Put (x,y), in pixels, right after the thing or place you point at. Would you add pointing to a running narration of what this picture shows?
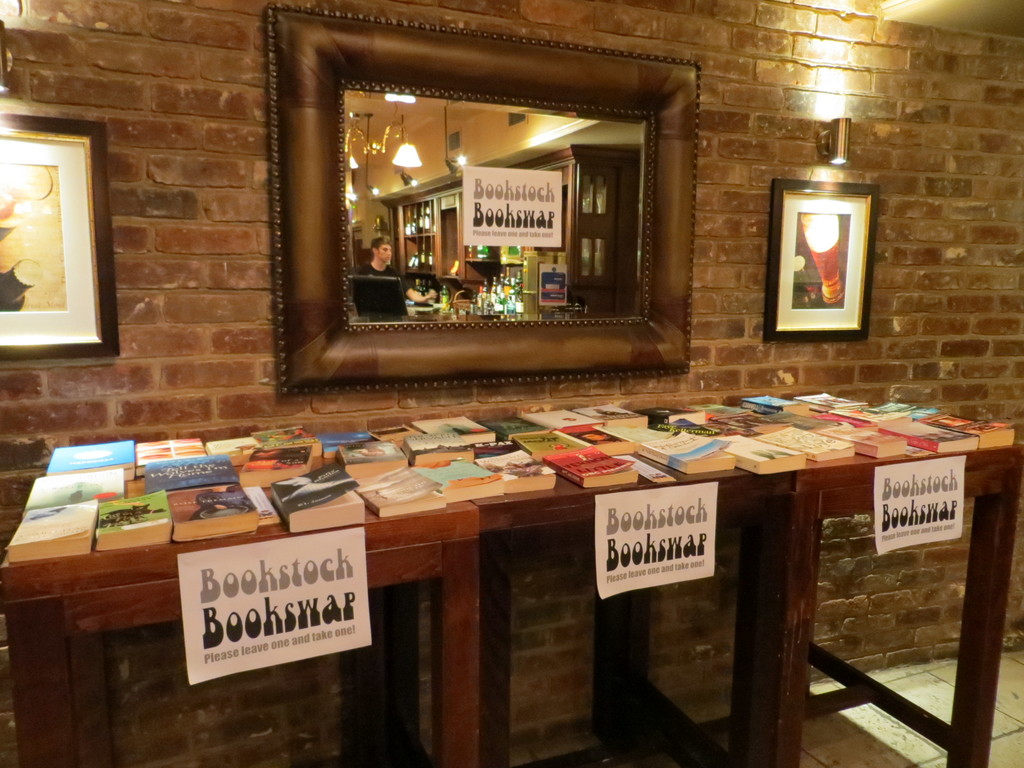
In this image there is a table (980,589), on that table (150,561) there books (641,450), in the background (241,382) there is a wall (949,182) for that there is a mirror (301,174), photo frames (92,229) and lights (410,146).
